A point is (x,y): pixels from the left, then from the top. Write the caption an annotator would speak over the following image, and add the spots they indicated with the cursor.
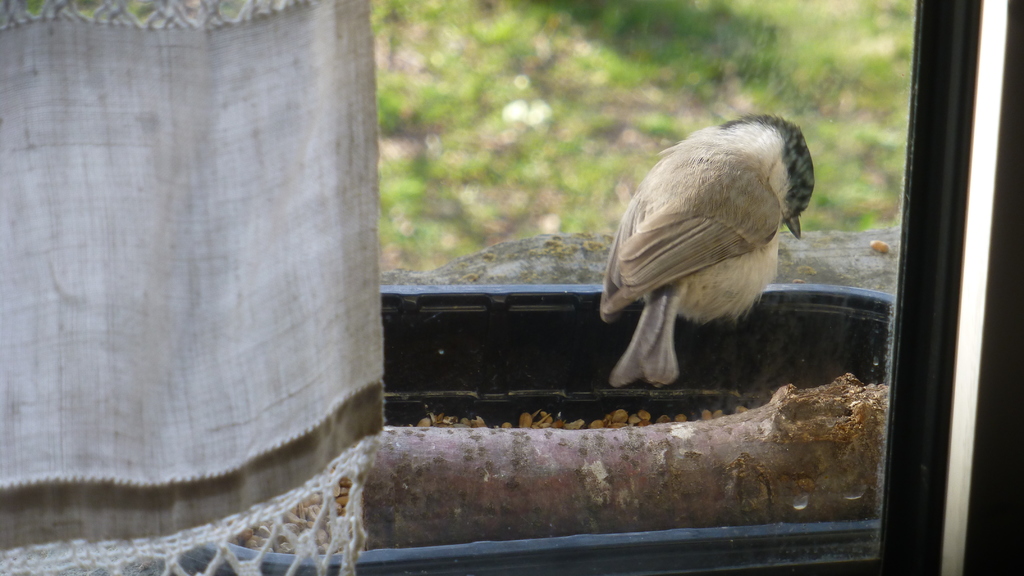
On the left side (280,238), there is a cloth (290,231) hanged in a glass window (860,93) of a building (994,379). Through this glass window (449,135), we can see there is a bird (777,203) standing on the wall (497,300) of a basket (445,311) near a wood (770,453). In the background (544,50), there is grass (506,124) and plants (644,18) on the ground (760,17).
